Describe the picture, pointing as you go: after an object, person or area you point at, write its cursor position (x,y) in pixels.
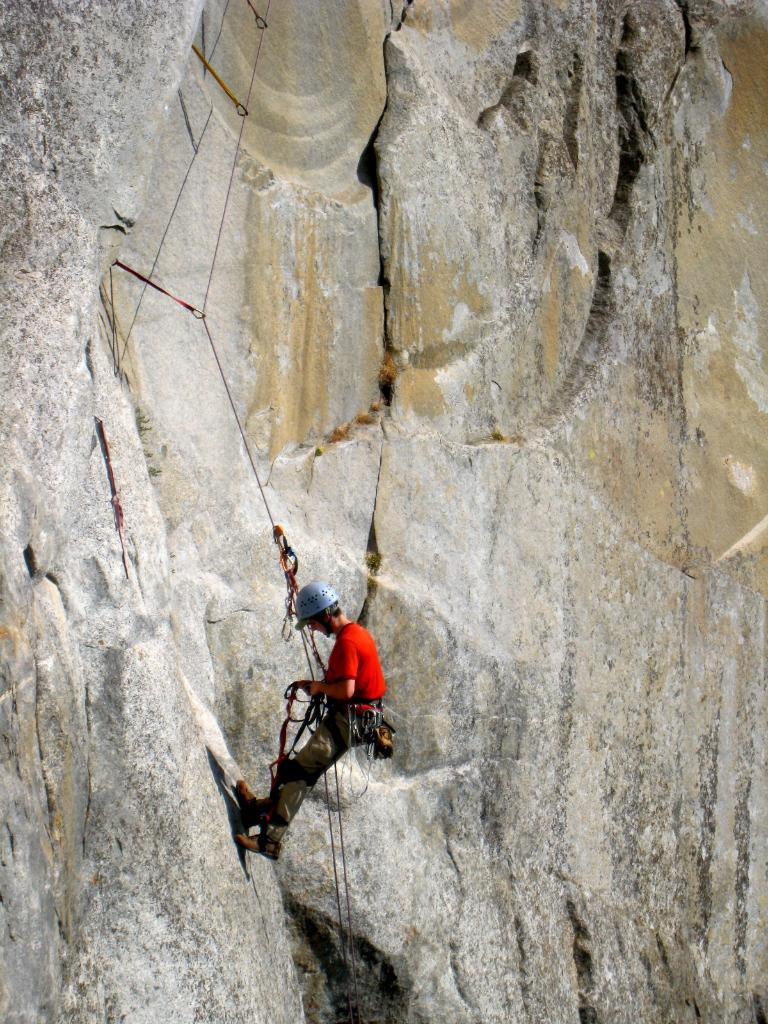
In this image I can see a person (319,685) wearing a t-shirt (336,667), trouser (323,760), holding the ropes (292,578) and climbing a rock (174,569).
